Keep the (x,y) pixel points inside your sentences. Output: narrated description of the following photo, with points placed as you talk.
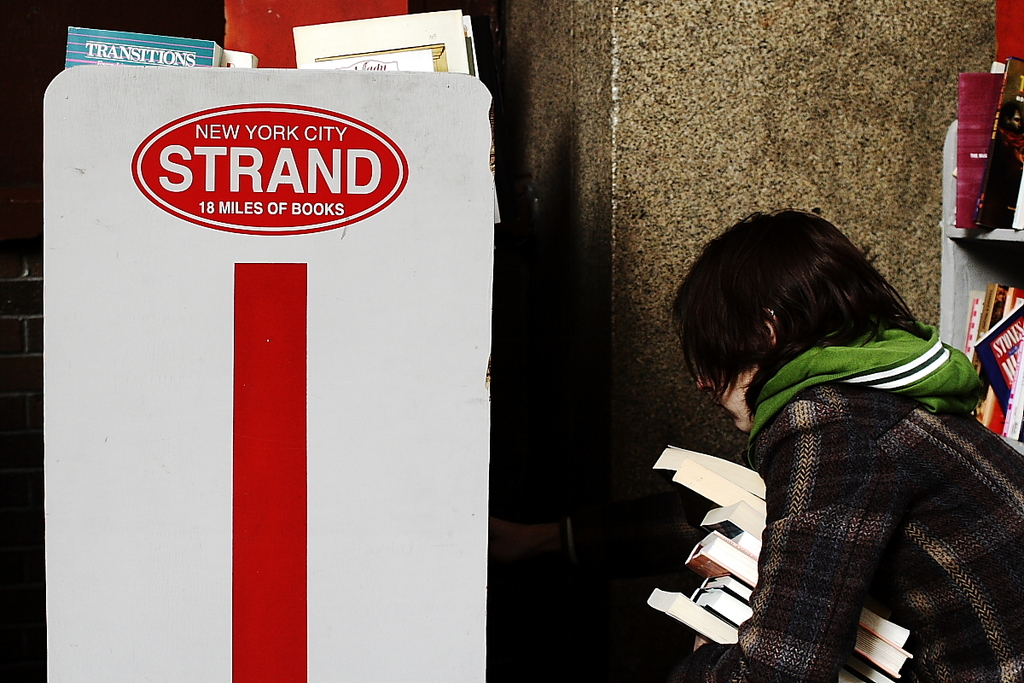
In this image we can see a girl (898,514) is holding books (738,623) in her hands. She is wearing black color dress (861,442) and green scarf (881,377). To the both sides of the image book rack (376,283) is present and books (418,54) are arranged in it.
